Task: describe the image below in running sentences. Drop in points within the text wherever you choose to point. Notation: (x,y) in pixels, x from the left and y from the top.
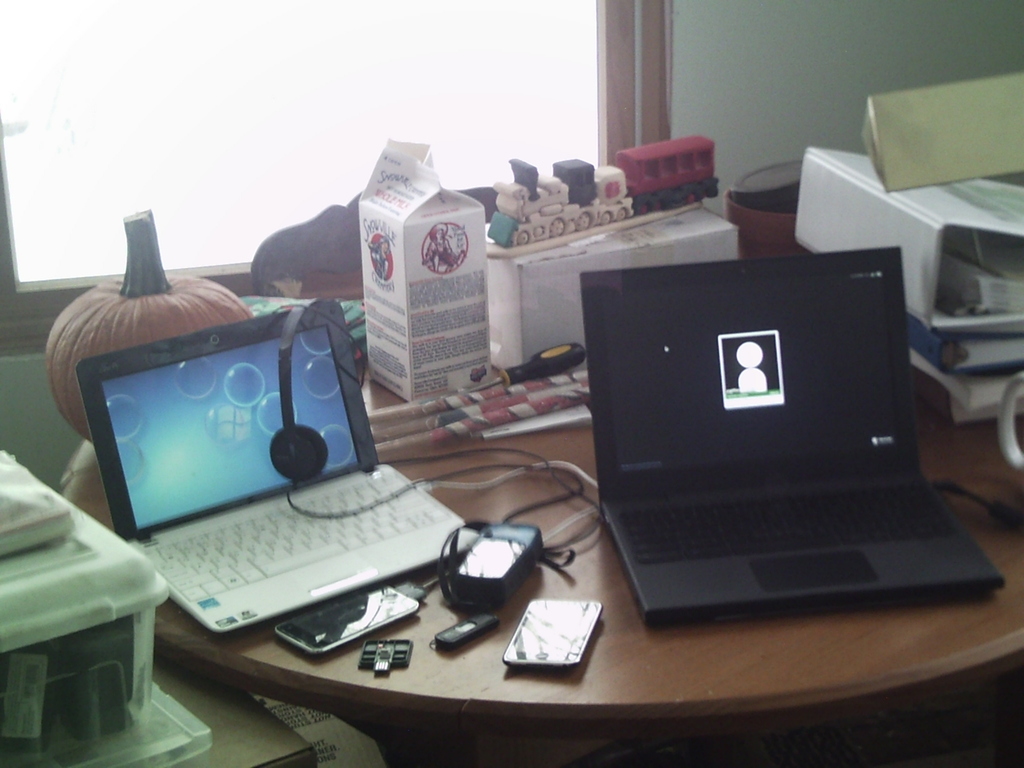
Here we can see a couple of laptops (249,382) on a table (514,600) and there are mobile phones (319,610) present on the table (471,612) and there are some other things (280,442) present on the table (460,618).
